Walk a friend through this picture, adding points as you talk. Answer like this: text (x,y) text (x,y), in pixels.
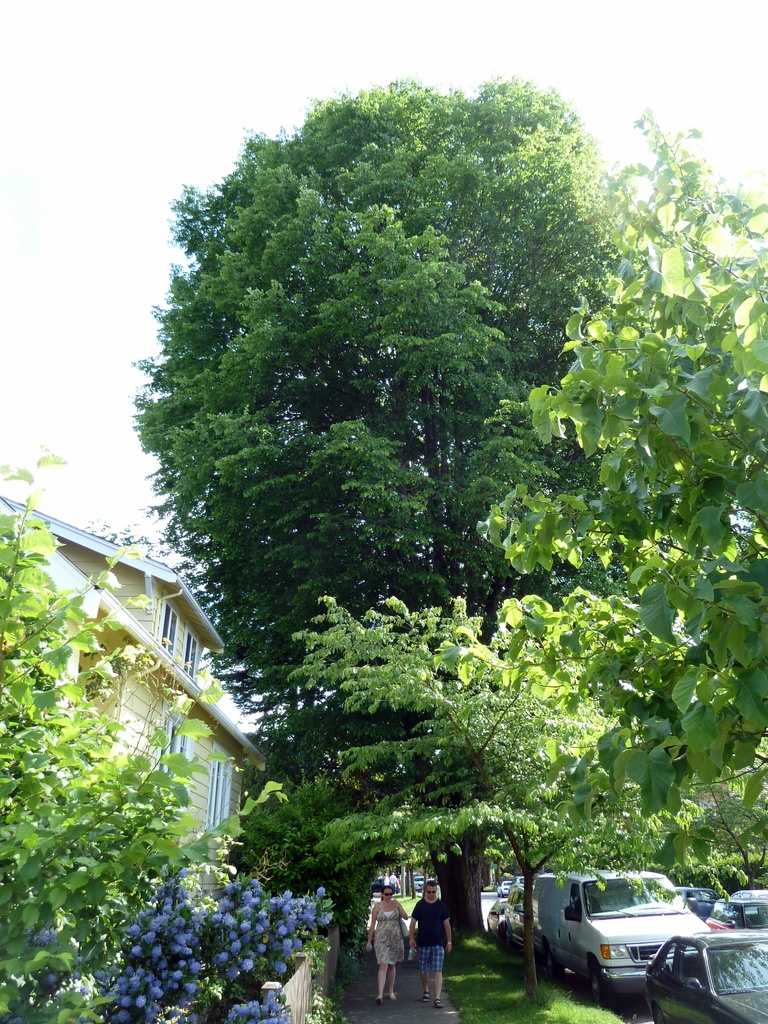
This picture is clicked outside. In the center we can see the two persons (439,936) walking on the ground (400,1020). On the left (190,950) we can see the plants (132,964), flowers (122,983). On the right (516,989) we can see the green grass (577,1010) and group of vehicles (616,885) and we can see the trees (328,488) and the house (161,665) and we can see the windows (227,791) of the house (227,778). In the background (124,125) we can see the sky (140,92) and some other objects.
